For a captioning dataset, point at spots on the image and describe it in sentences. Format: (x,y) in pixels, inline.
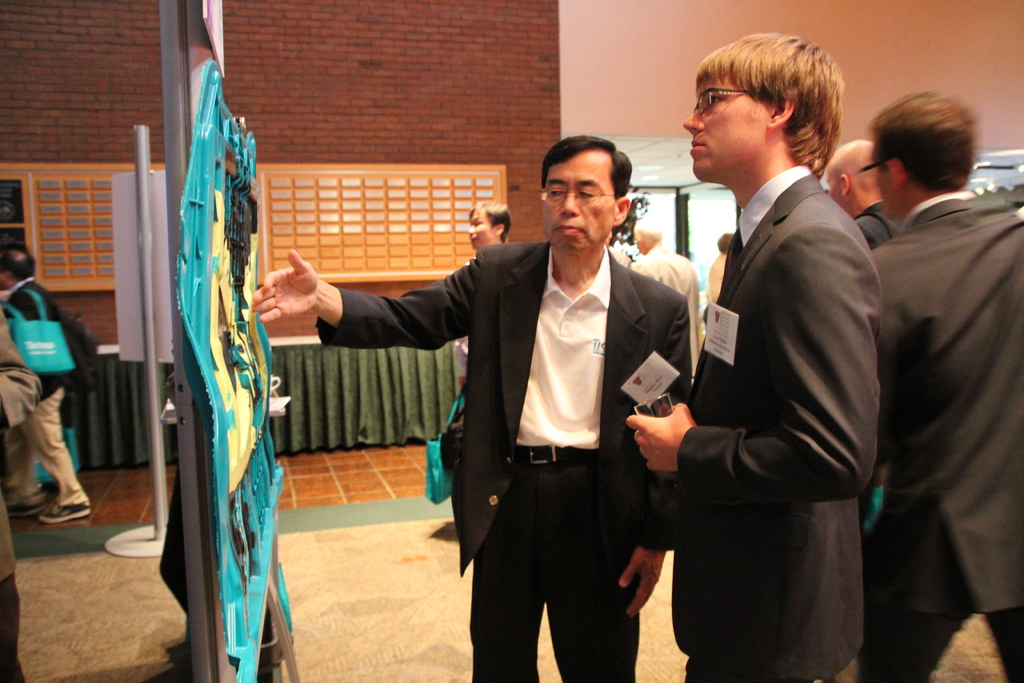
In the image there are two people (685,485) in the foreground (613,299) and on the left side (250,616) there is some project (184,336) and a person (541,390) is explaining the project (262,353), around them there are many other people (7,285), in the background (440,66) there is a brick wall (429,97) and beside the wall (501,86) there is a door (685,243).
